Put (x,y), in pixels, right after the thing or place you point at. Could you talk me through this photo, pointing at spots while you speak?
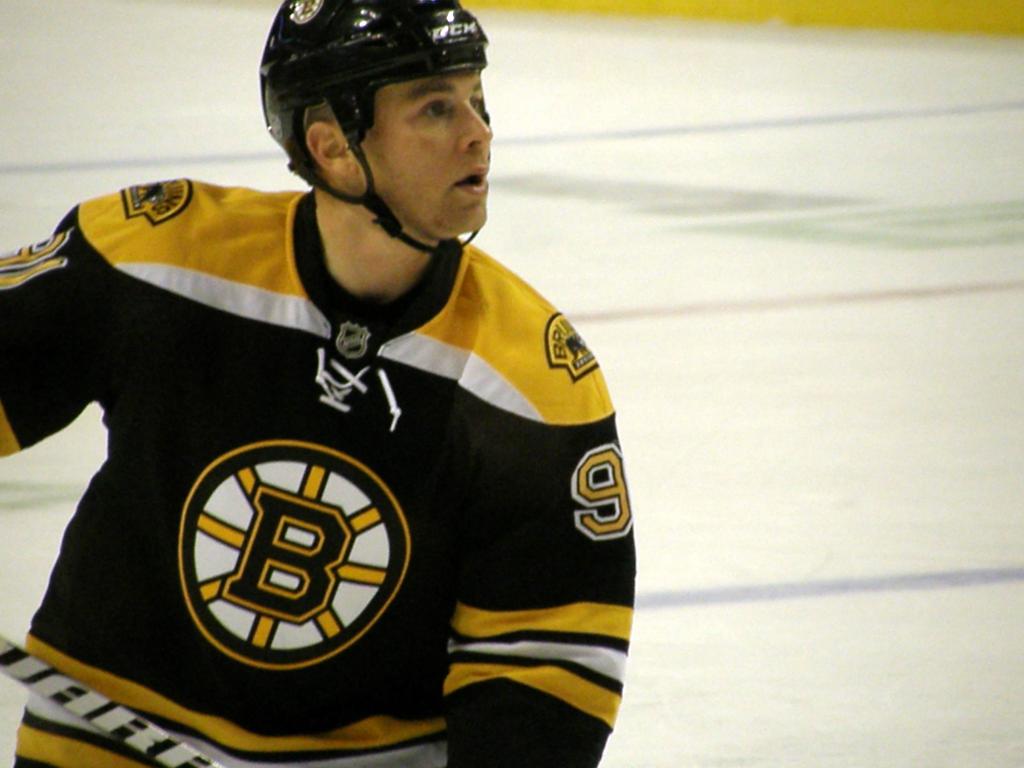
The man (422,373) on the left side of the picture (286,417) wearing a black and yellow jacket (363,394) is standing. He is wearing a black helmet (334,59). I think he is skating. In the background (609,351), it is white in color. This picture might be clicked in the indoor stadium (926,438).
